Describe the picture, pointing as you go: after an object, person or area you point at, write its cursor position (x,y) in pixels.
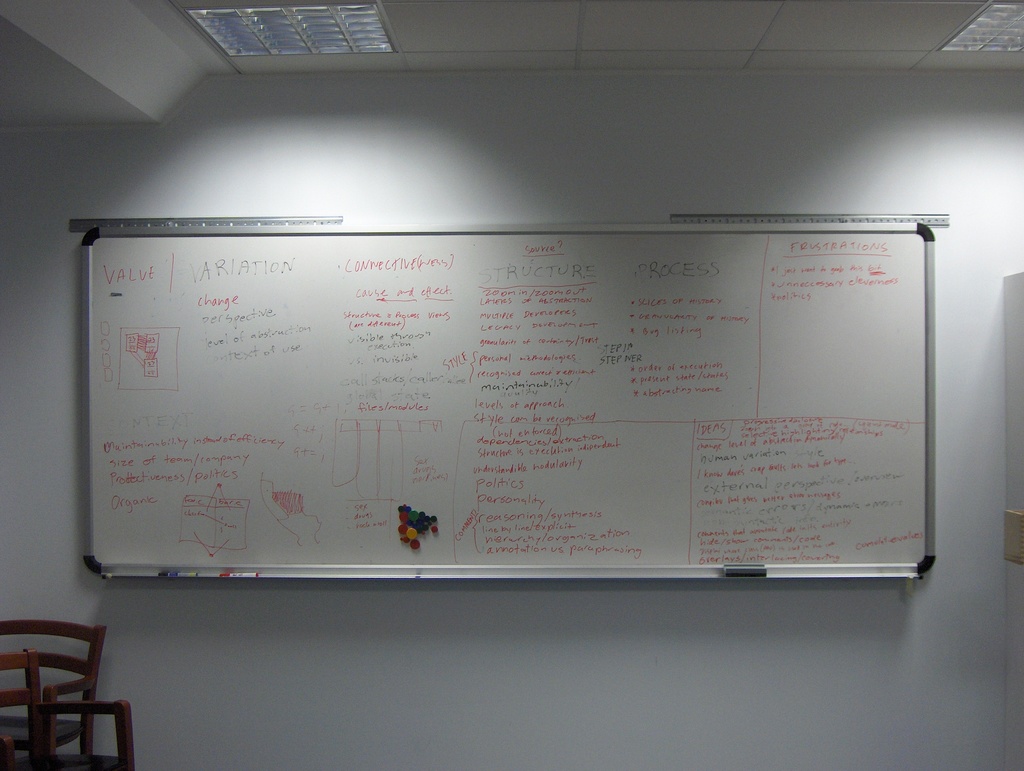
This image is taken indoors. In the background (892,171) there is a wall (698,662). At the top of the image (457,22) there is a roof (732,6) and there are two lights (365,26). In the middle of the image (495,362) there is a board (405,401) with a text (510,316) on it on the wall (555,167). On the left side of the image (85,711) there are two empty chairs (52,712).
